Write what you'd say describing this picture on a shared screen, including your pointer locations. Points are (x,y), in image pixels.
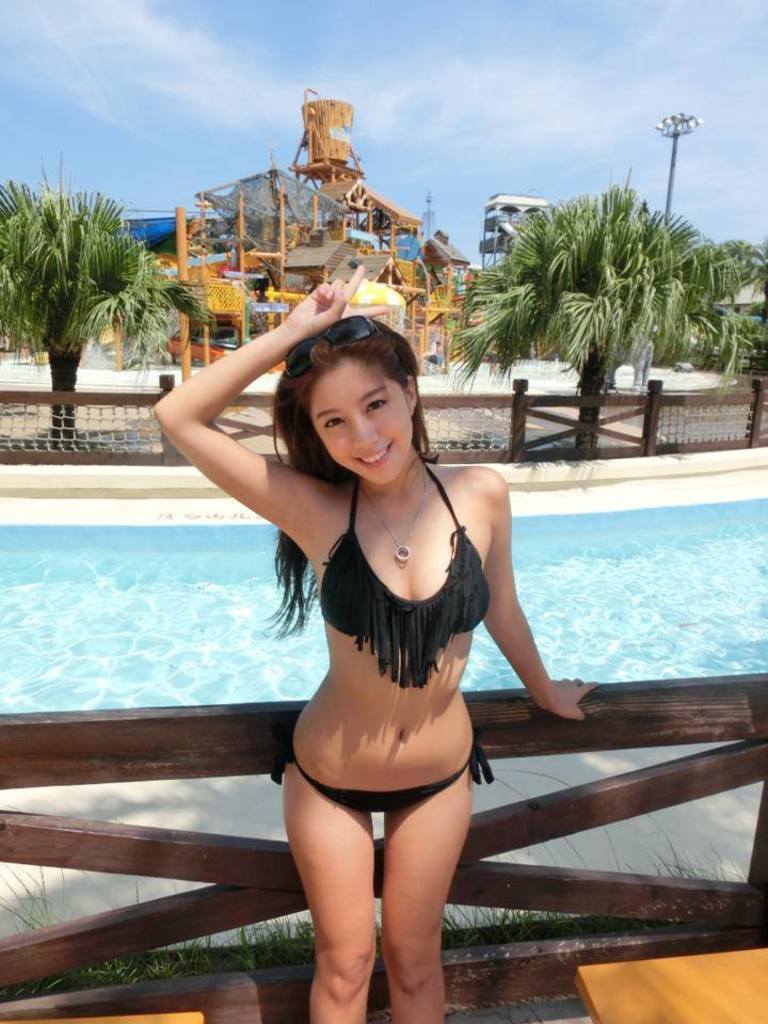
In this image there is a girl (327,701) standing in front of the wooden fence (487,832). In the background (138,557) there is a swimming pool (138,557). At the top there is the sky (475,8). There are two trees (537,309) on either side of the image. In the middle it looks like a building (319,232).
